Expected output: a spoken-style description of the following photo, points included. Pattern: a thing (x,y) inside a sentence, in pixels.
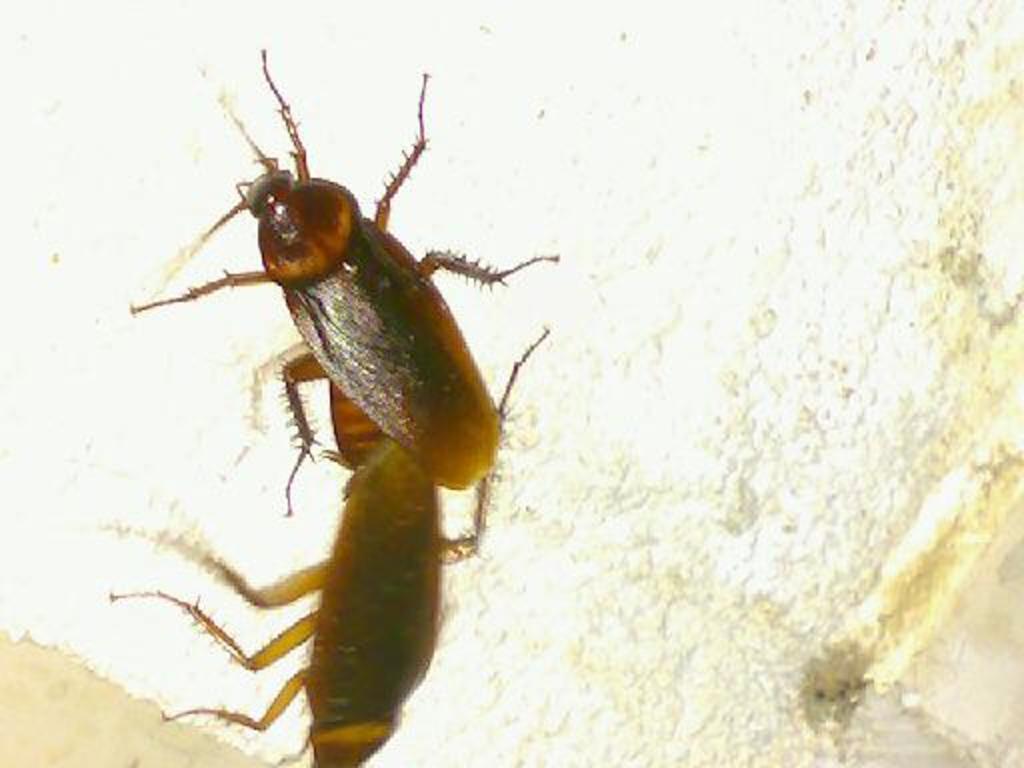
In this image we can see two cockroaches (385,449) on the surface (131,233).
